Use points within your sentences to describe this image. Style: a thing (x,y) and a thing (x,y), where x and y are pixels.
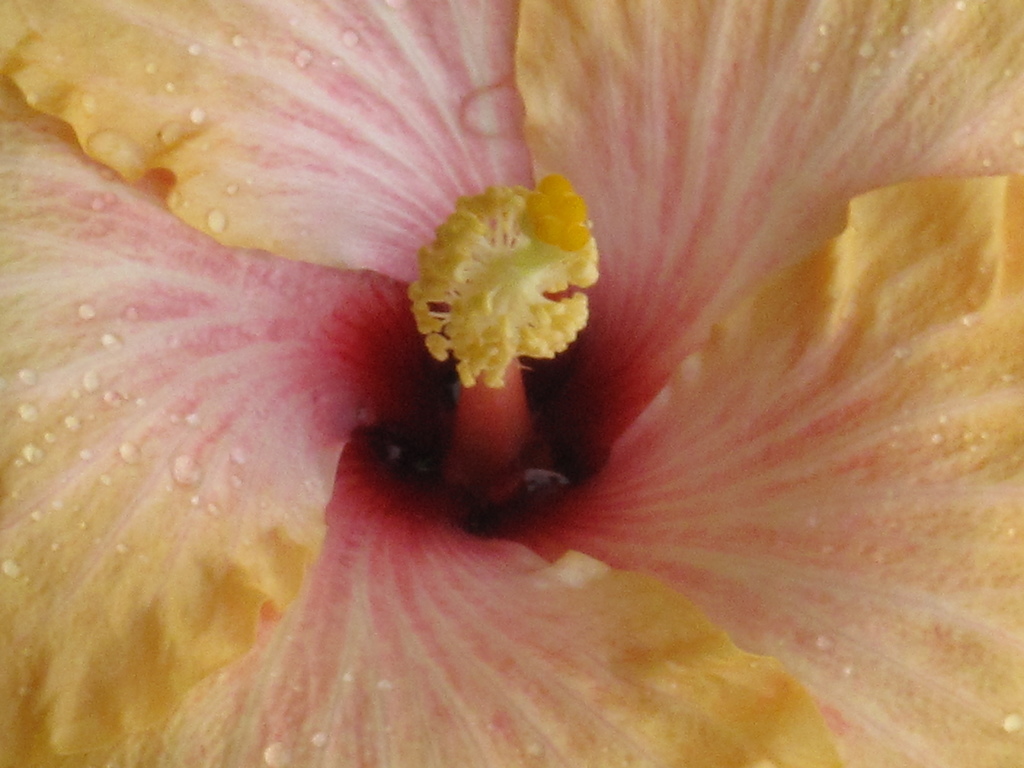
In this picture we can see a flower (637,451) in the front (772,349), we can see petals (312,289) of the flower (475,255).
